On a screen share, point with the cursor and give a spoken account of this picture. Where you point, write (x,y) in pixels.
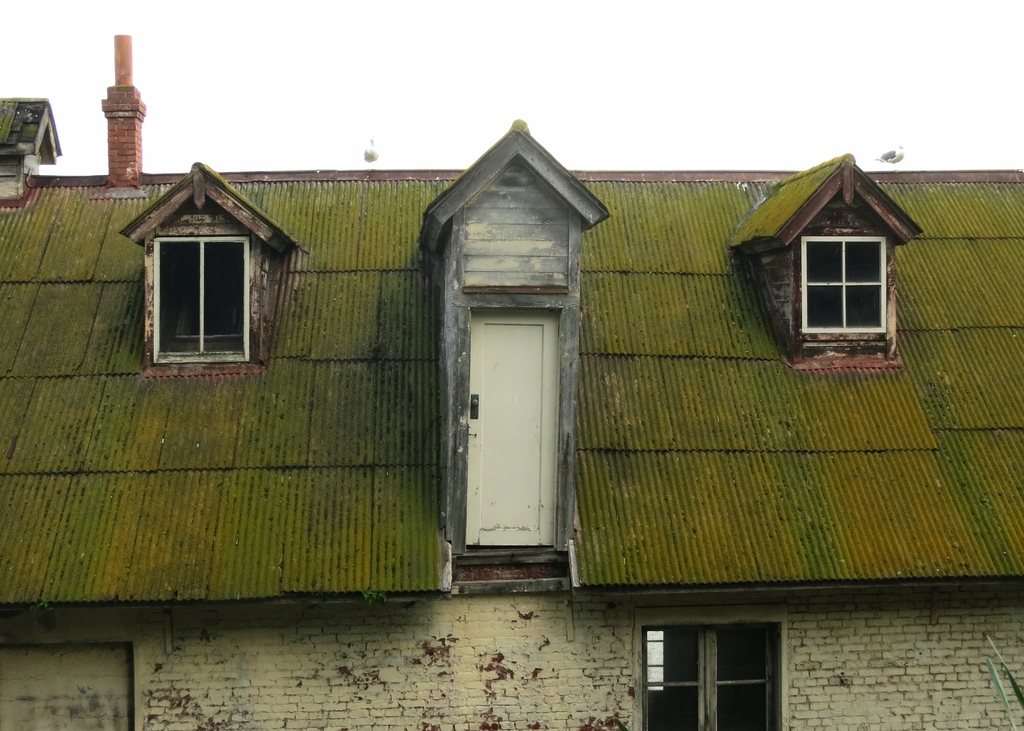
In this picture we can see a house (623,360), and we can find a door (532,405) in the middle of the image (498,412).
